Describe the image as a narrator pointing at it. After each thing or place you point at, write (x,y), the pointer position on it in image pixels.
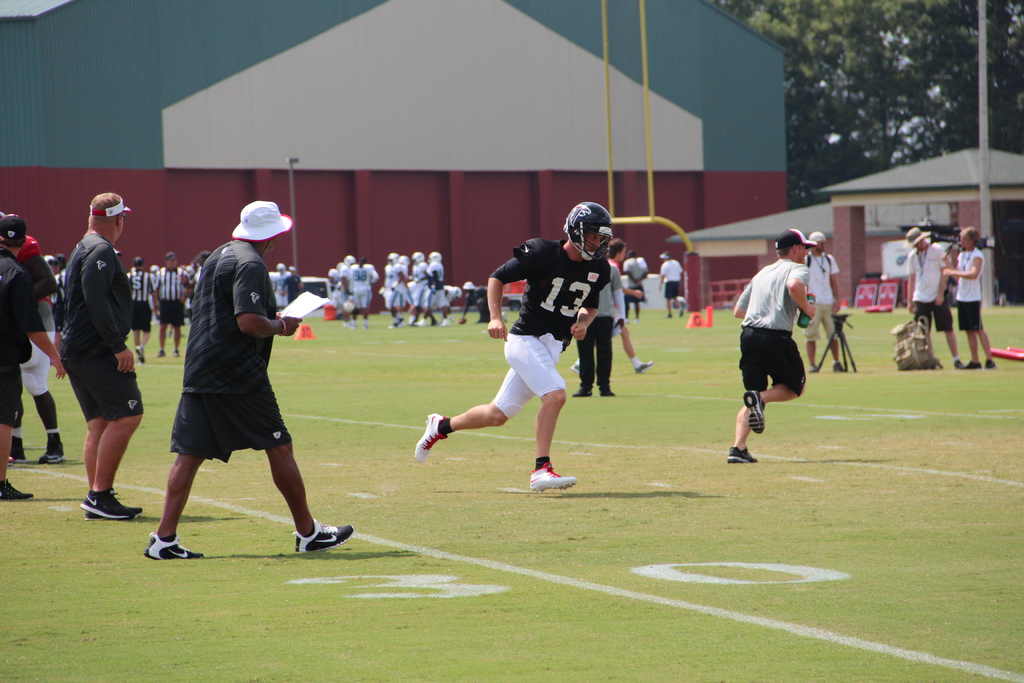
In this image we can see group of people (536,366) standing on the ground (624,351). One person (575,310) is wearing black t shirt (545,302) and white short (520,357) with a helmet (606,229). In the background (925,247) we can see poles (990,281), a camera person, a bag (923,350) placed on the ground (912,413), group of buildings (834,217), trees (898,105).
